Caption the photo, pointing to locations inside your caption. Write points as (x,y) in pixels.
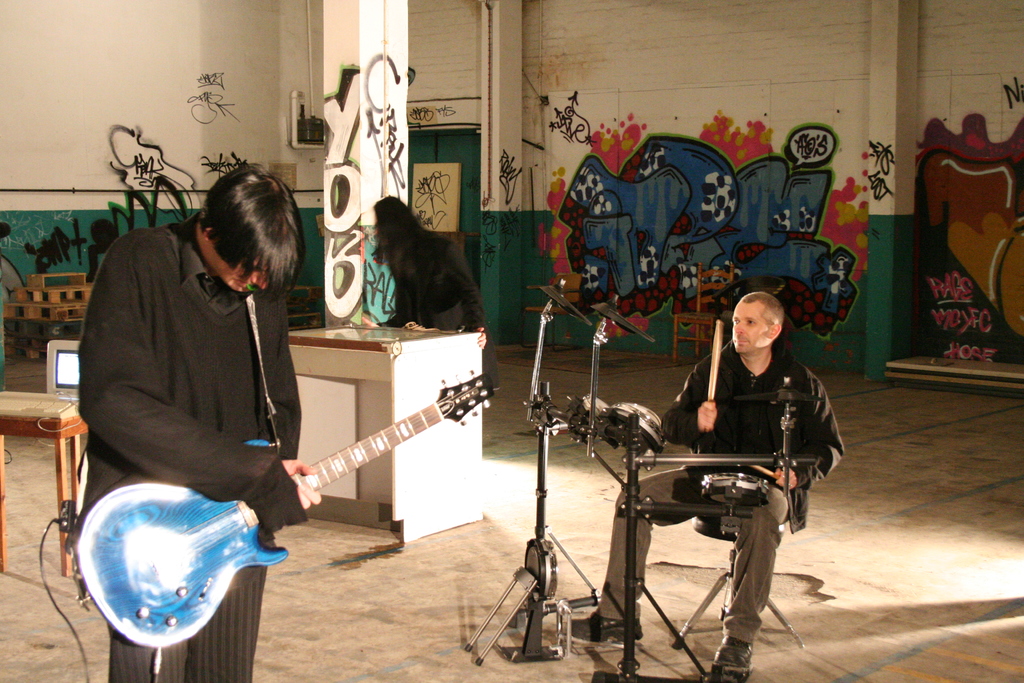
In this image we can see persons (730,404) holding musical instruments (357,445), woman (400,244) standing on the floor (336,554), a desktop (65,360) on the side table (58,486), pipelines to the walls (440,74) and walls (170,135) with graffiti (662,229).
